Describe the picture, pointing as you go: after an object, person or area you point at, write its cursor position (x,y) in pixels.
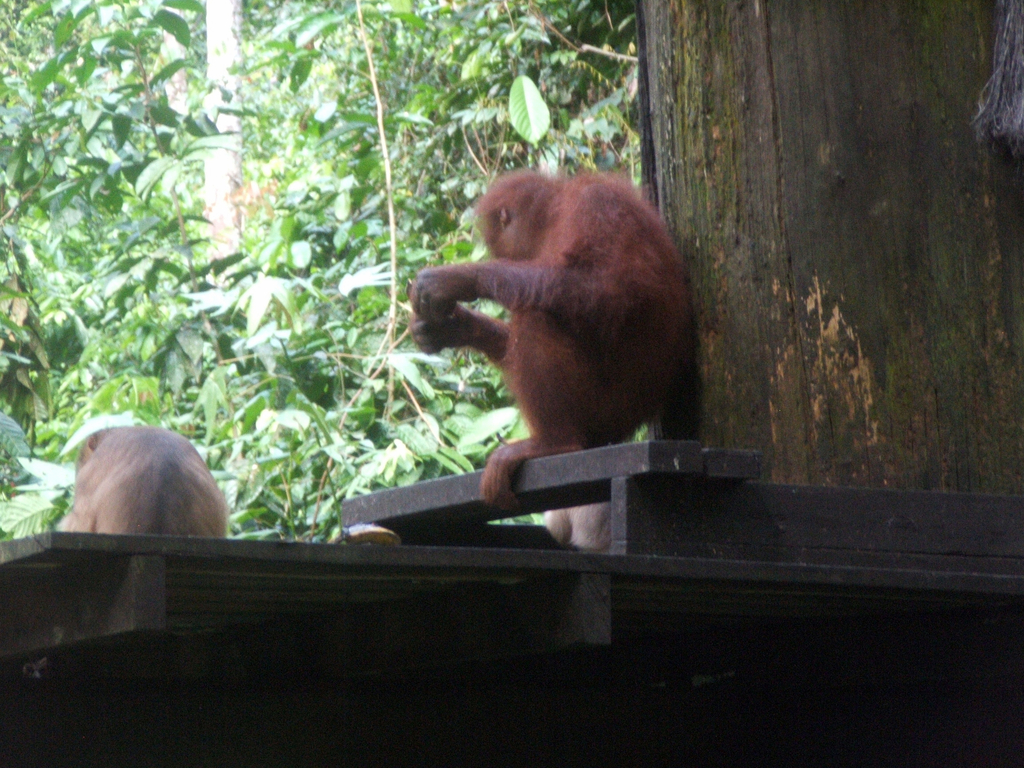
In this image there are monkeys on the platform (459,614). In front of them there are trees (185,92). On the right side of the image (960,434) there is a trunk (1016,313) of a tree (924,469).
